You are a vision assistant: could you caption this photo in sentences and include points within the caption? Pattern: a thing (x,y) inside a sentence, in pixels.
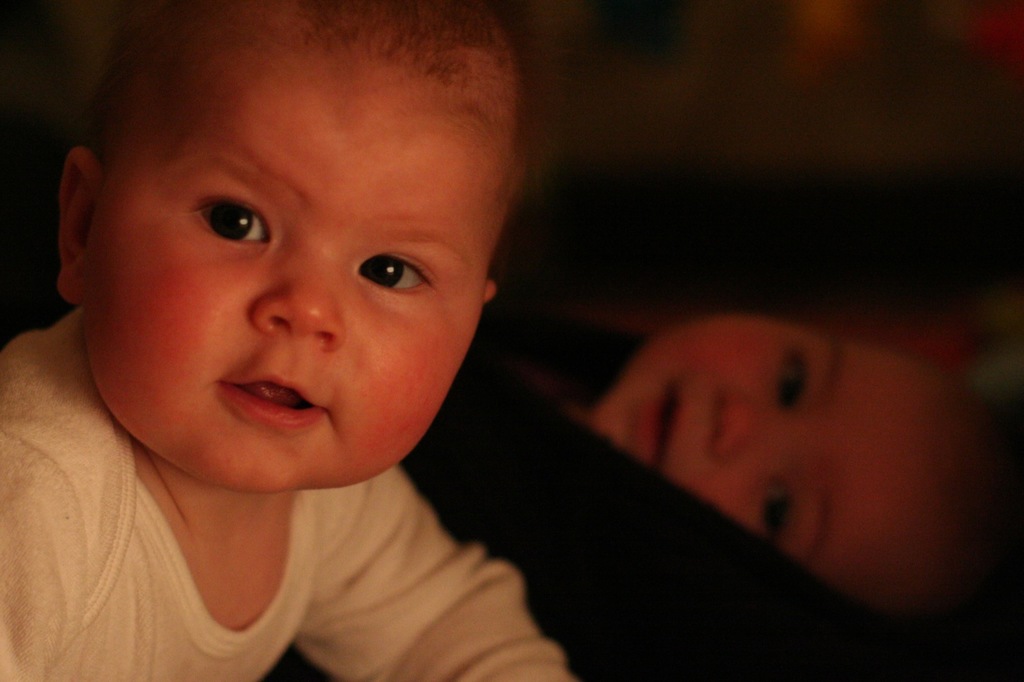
In this image there are kids (381,393). In the center (559,433) there is an object (534,472) which is black in colour and the background (741,70) is blurry.
